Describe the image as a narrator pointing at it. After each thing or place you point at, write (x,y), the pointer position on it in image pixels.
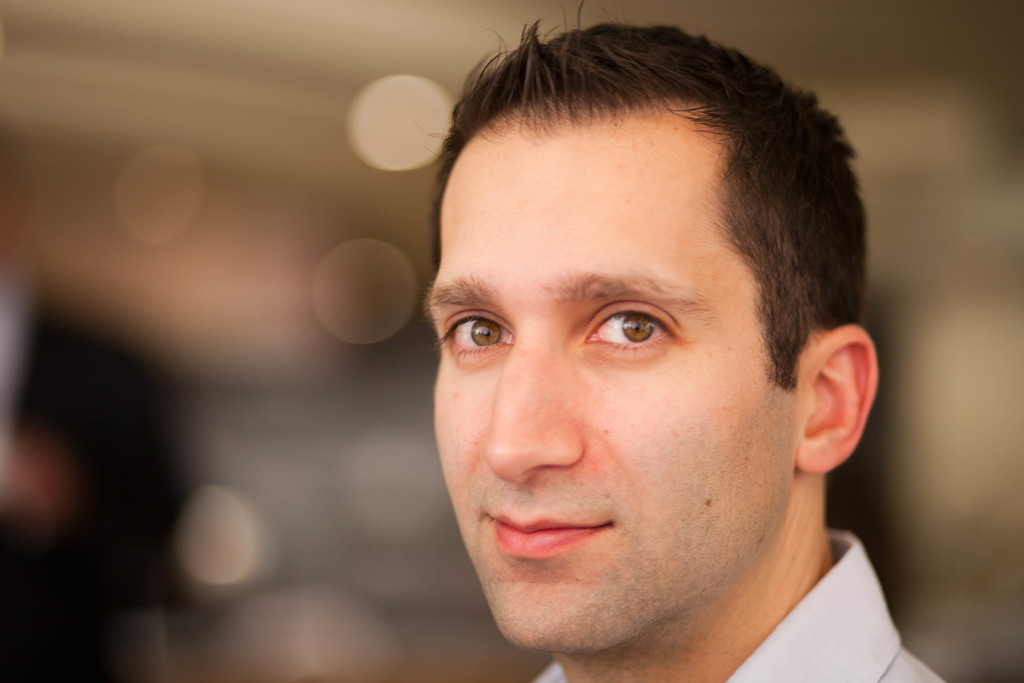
In this image there is a man (674,614) wearing white shirt (803,609). The background (309,156) is blurry.
